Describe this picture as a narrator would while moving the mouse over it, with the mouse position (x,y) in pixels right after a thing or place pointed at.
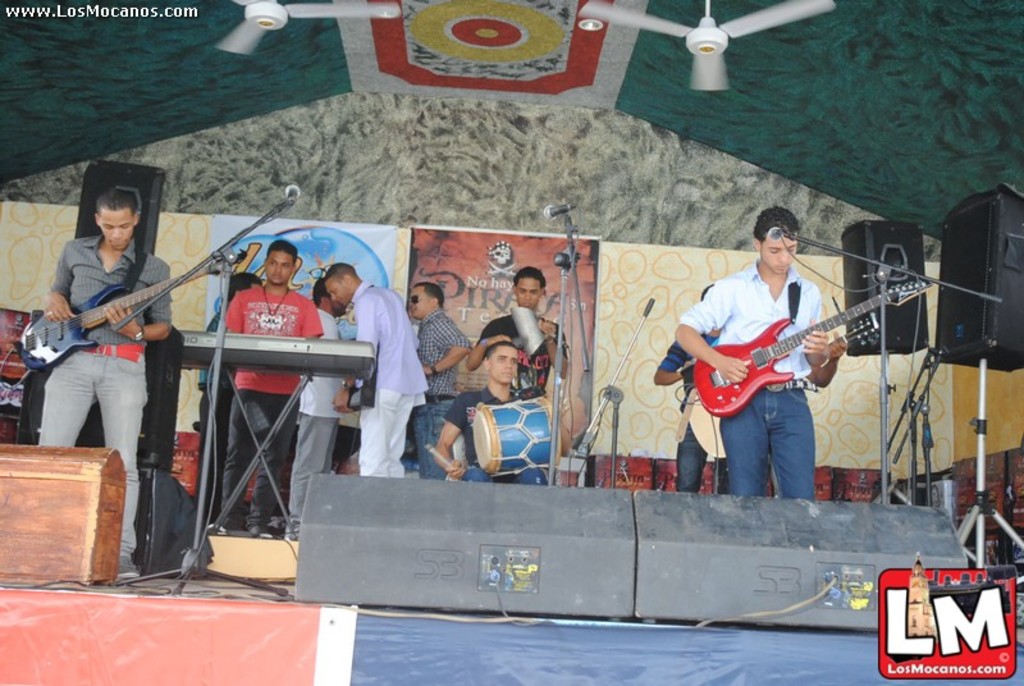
There are group of people (402,322) playing musical instruments (234,361).
